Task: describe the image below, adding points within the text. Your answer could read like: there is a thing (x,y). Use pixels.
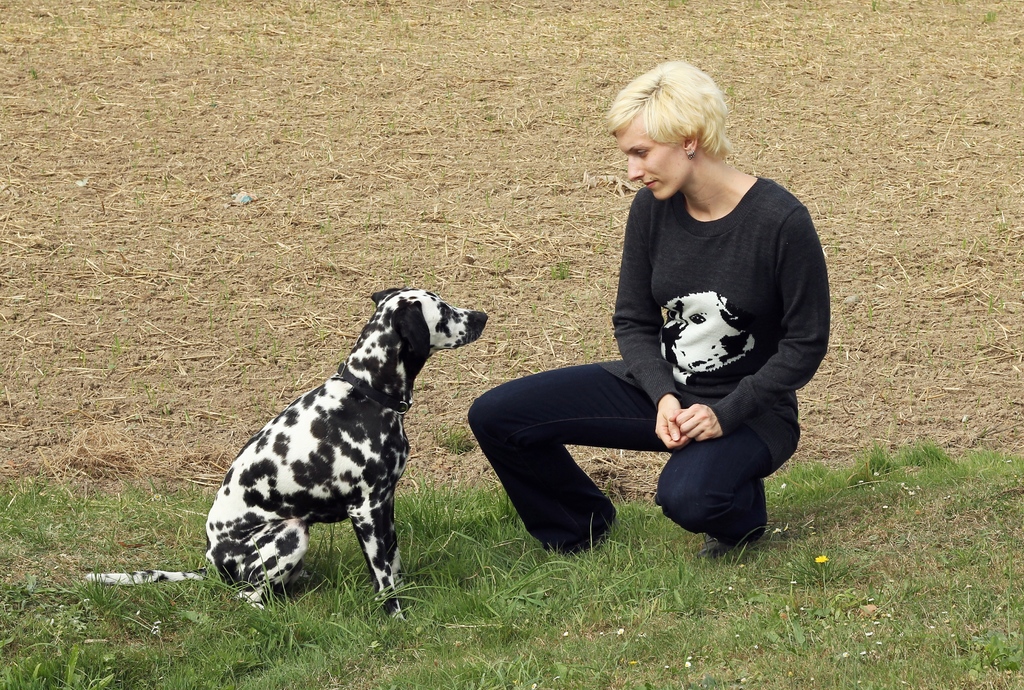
In this image there is a dog (324,517) and we can see a lady (650,445) sitting. At the bottom (484,627) there is grass (621,600).
